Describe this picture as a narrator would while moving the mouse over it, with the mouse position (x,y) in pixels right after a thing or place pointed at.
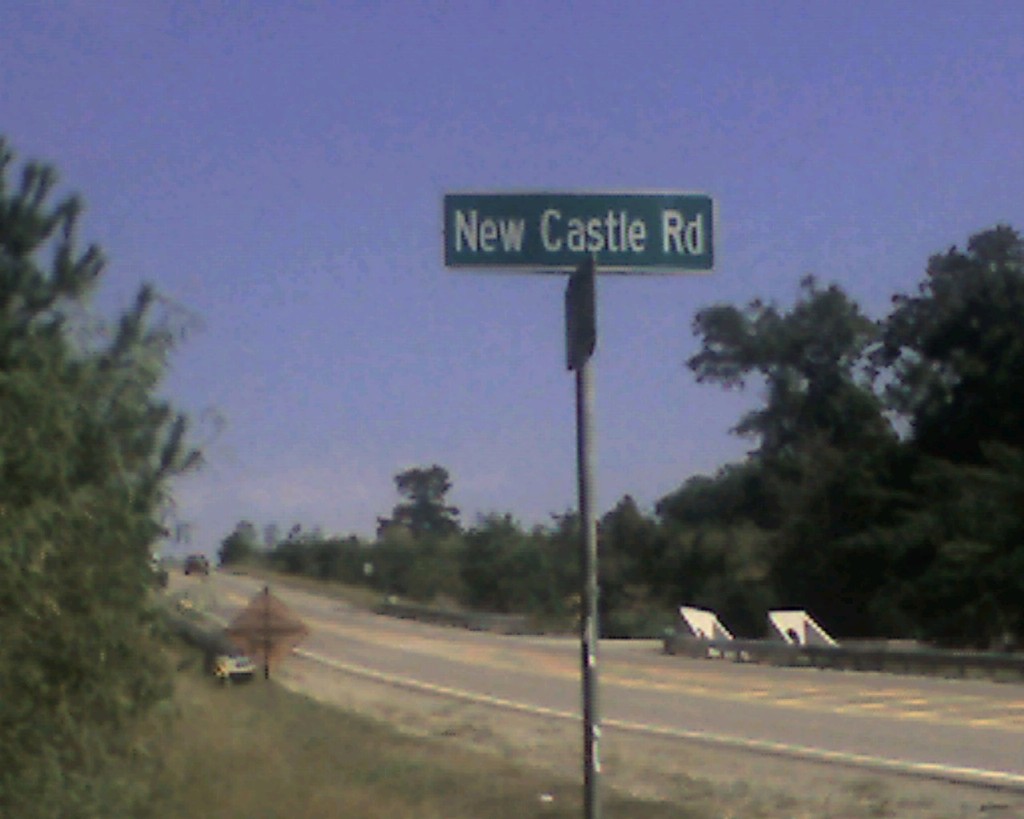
This is a slightly blur picture. I can see boards (686,241) with the poles (587,673), there is a vehicle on the road (475,634), there are trees (459,551), and in the background (343,195) there is the sky (421,64).
